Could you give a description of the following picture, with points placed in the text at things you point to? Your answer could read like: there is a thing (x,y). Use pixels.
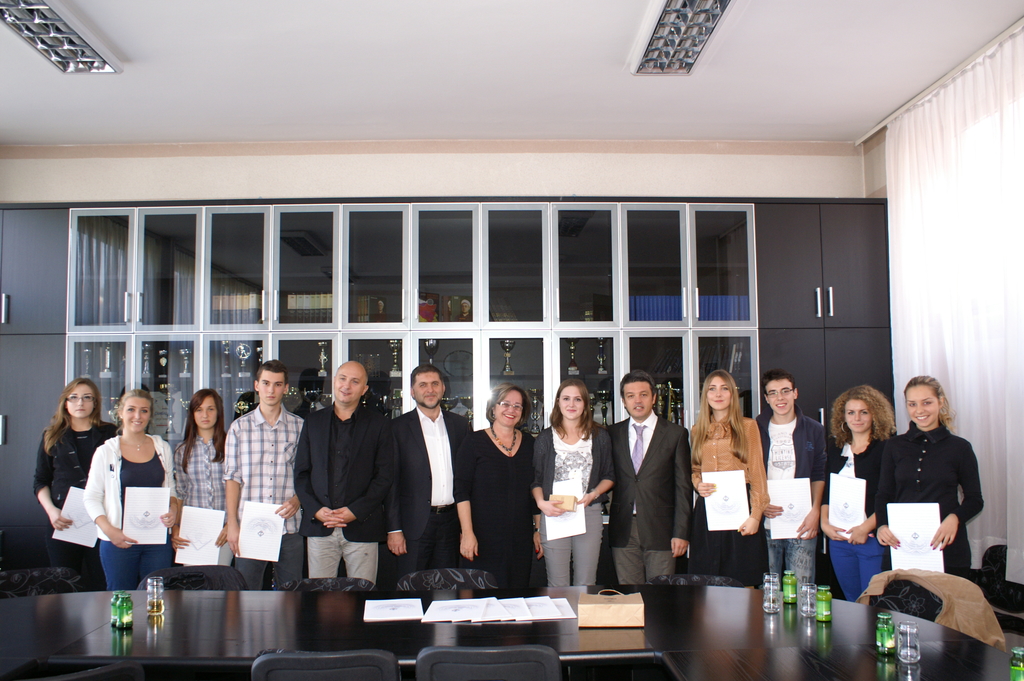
In this picture I can see group of people (514,490) are standing among them some are holding some objects (265,538) in their hands (116,542). In the background (683,337) I can see framed glass wall (499,351). On the right side (994,317) I can see curtains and cupboards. In the front (892,642) I can see a table (443,632) on which I can see some objects (915,651).
